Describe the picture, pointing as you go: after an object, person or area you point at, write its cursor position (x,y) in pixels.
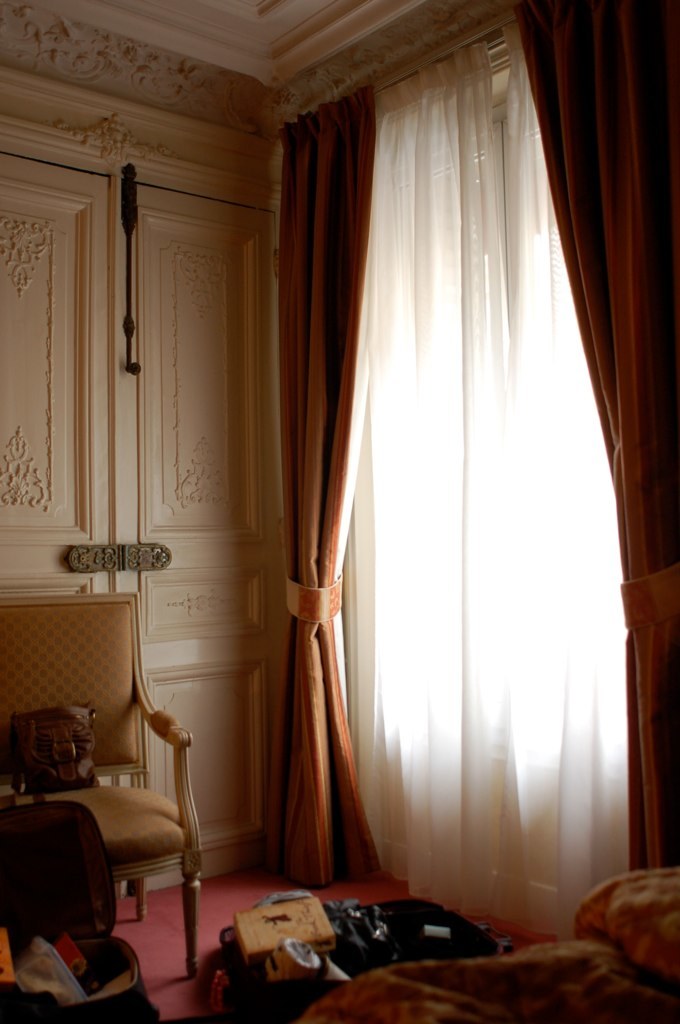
In this picture I can see a chair (103,771) and curtains (450,264) and I can see a bag (343,961) on the floor (246,877) and I can see a handbag (74,777) on the chair (121,792) and a door (141,475) in the back (87,485), looks like a bed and a pillow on the right side of the picture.
